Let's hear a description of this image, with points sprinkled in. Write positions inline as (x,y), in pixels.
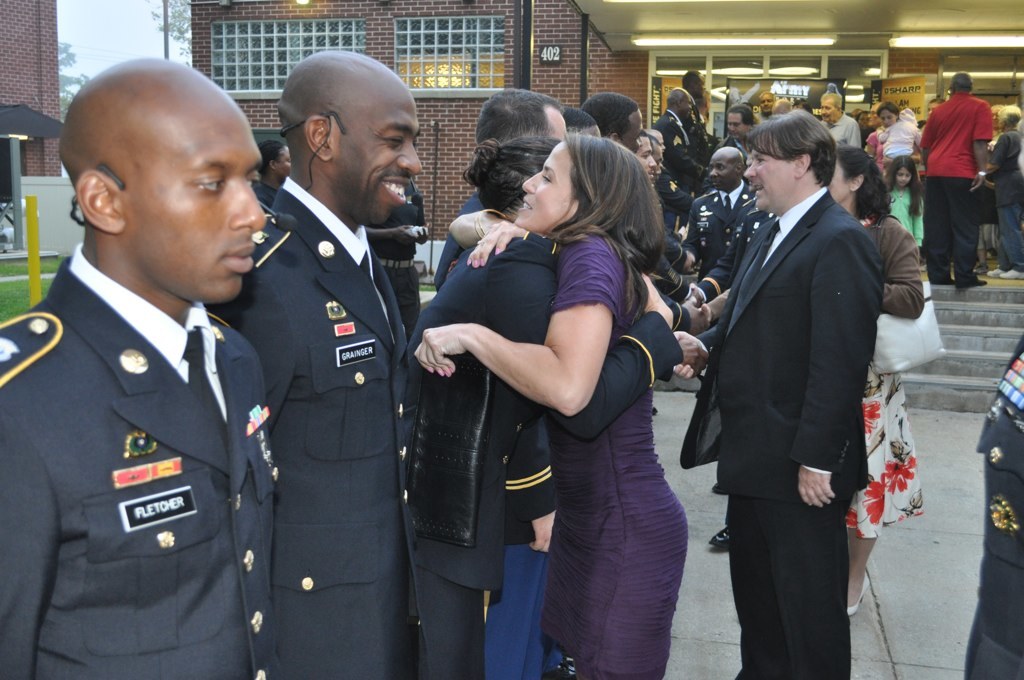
In the image there are many people (759,269) standing. There are few people (367,72) with uniforms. In between them there are steps (987,305). In the background (912,80) there are walls (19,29) with windows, glass doors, posters (916,92) with text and other things (992,37). On the left side of the image (48,56) there is a wall (22,82), pole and also there are leaves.
